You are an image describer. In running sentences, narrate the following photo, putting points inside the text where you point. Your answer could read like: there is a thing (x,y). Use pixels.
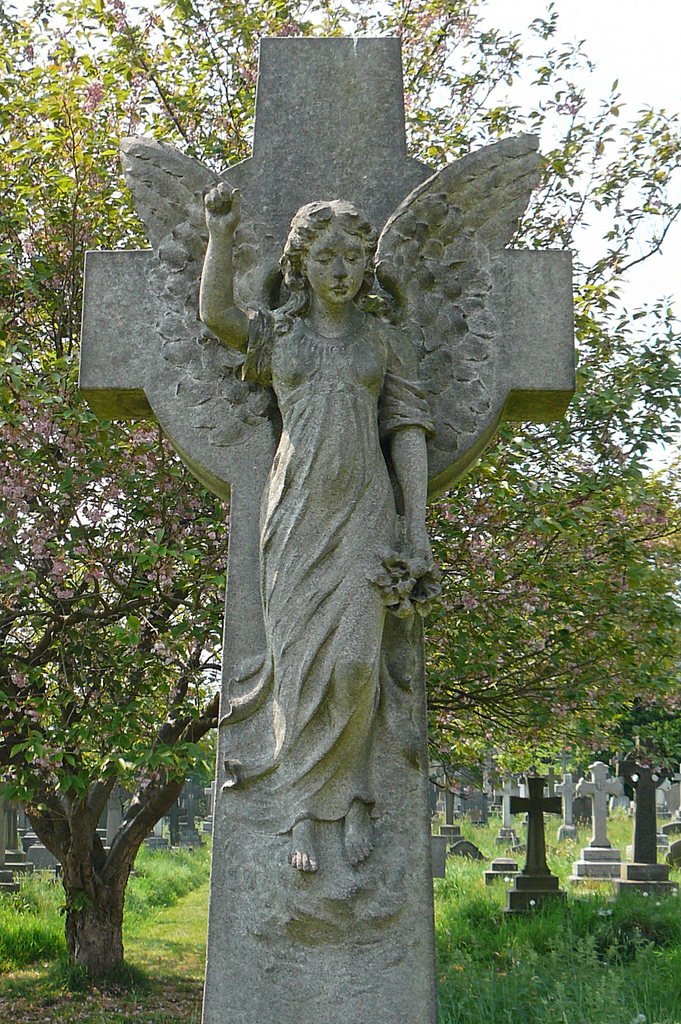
In the center of the image (264,646) there is a concrete angel structure (340,598). At the bottom of the image (523,979) there is grass (552,987) on the surface (533,965). There are headstones (576,831). There are trees (89,706) and in background of the image (621,45) there is sky (645,36).
